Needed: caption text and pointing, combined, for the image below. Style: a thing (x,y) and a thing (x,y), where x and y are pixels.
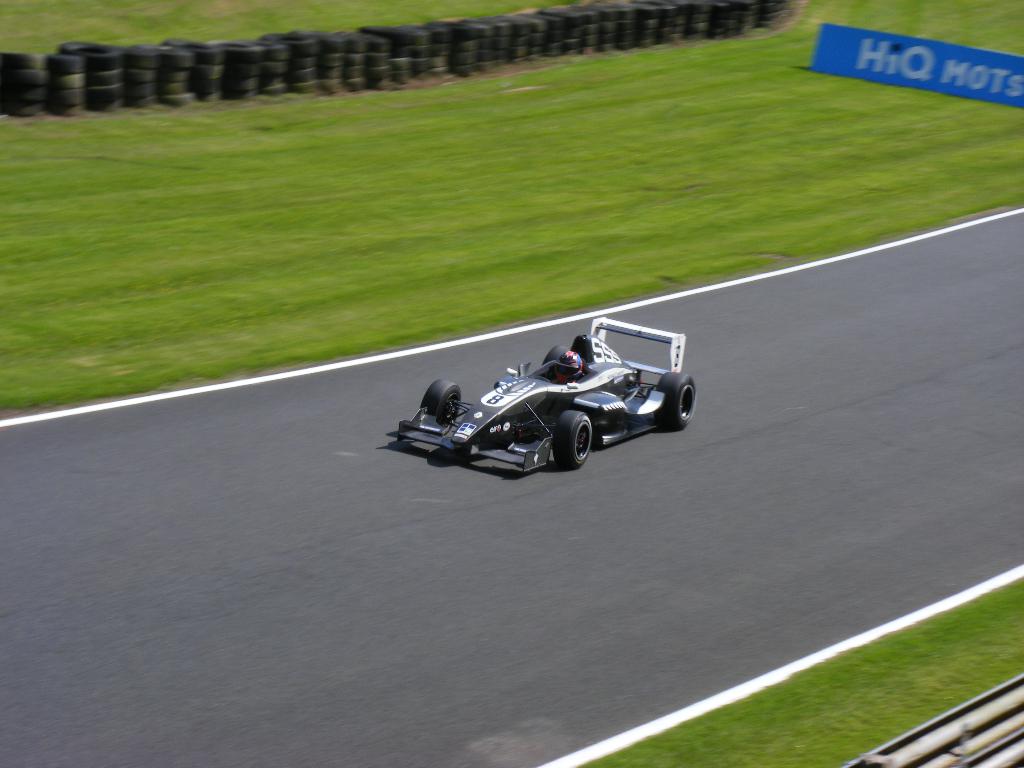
In this image I can see road (518,475) and on it I can see a black colour vehicle (547,425). I can also see grass (36,224), a blue board (825,69) and number of tyres (173,64). I can also see something is written on this board (878,78).
